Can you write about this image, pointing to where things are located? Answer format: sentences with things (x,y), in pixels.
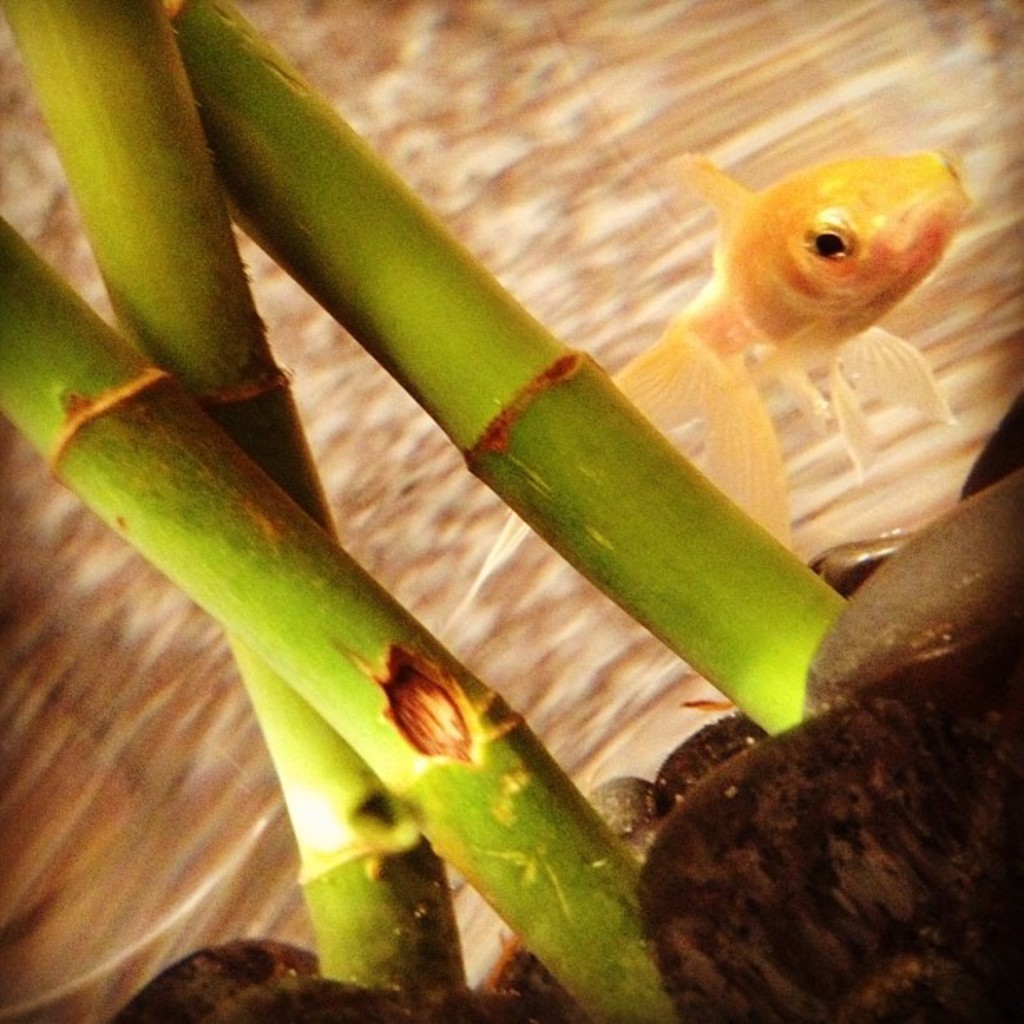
This image is taken in an aquarium (629,86). At the bottom of the image (419,1007) there are a few pebbles (782,782). In the middle of the image (435,372) there are three bamboo sticks (567,489). On the right side of the image (855,294) there is a fish (808,194) in the water (189,773).
